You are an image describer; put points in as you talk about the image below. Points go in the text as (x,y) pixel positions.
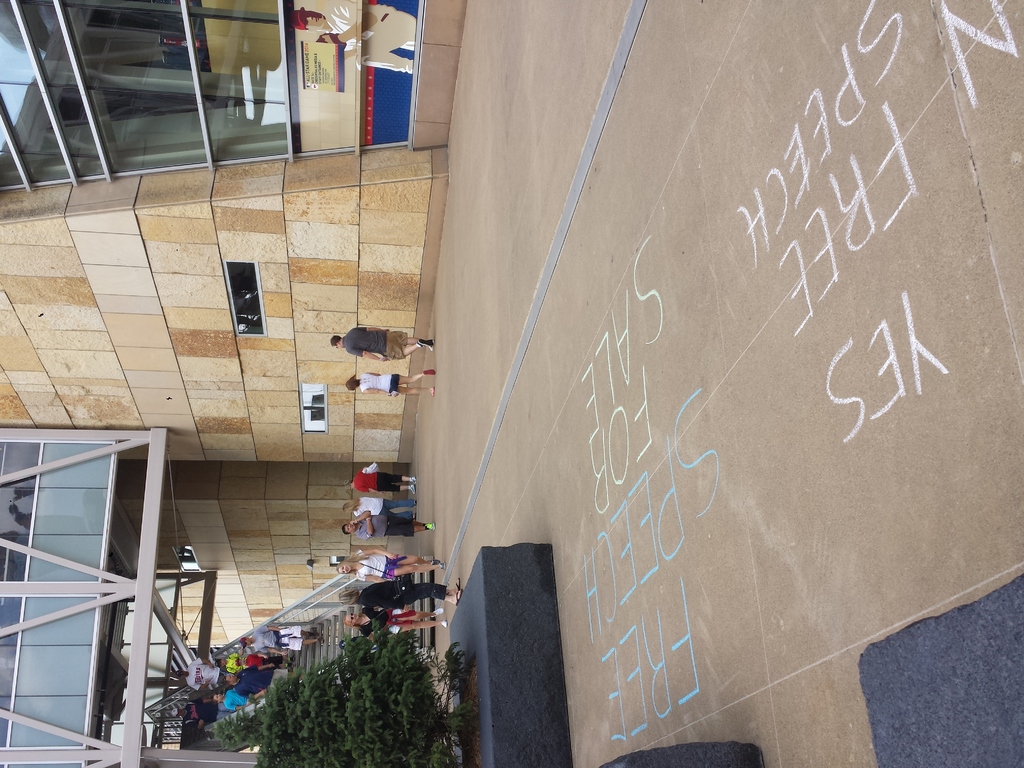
At the bottom of this image (394,683), there are plants (311,704). Beside these plants (446,684), there are some texts (635,387) written on the road (873,347) and there are persons (341,568) walking on the road (443,421). In the background (184,75), there are buildings (192,299), there are persons (244,690) on the steps (314,658) and there is a bridge (108,590).
